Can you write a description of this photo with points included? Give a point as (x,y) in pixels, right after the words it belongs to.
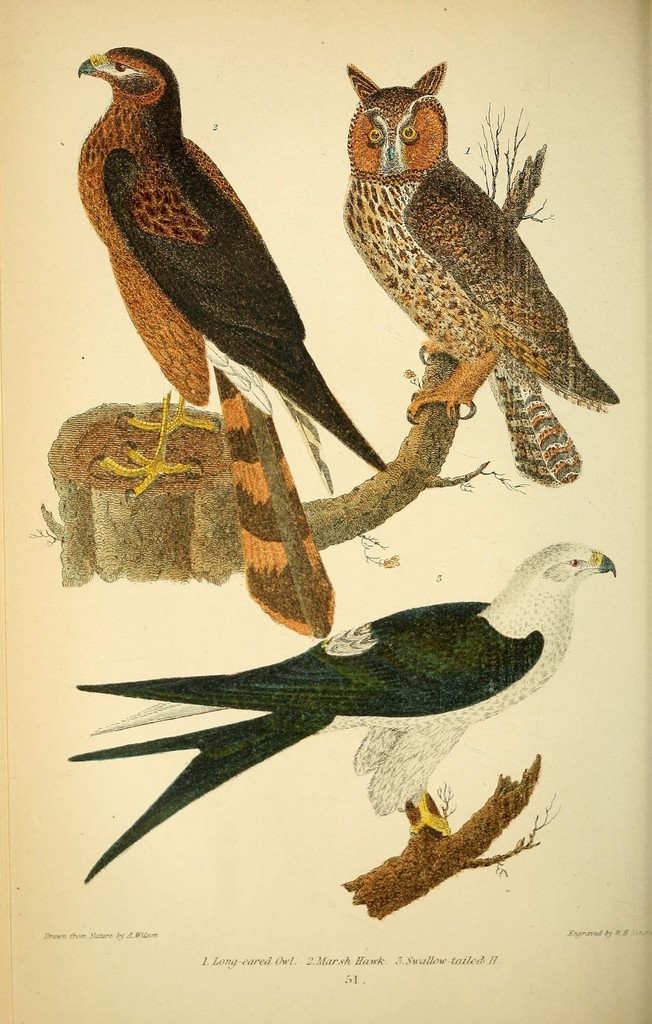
In this image we can see the pictures of some birds (266,459). On the bottom of the image (414,965) we can see some text (422,966).
